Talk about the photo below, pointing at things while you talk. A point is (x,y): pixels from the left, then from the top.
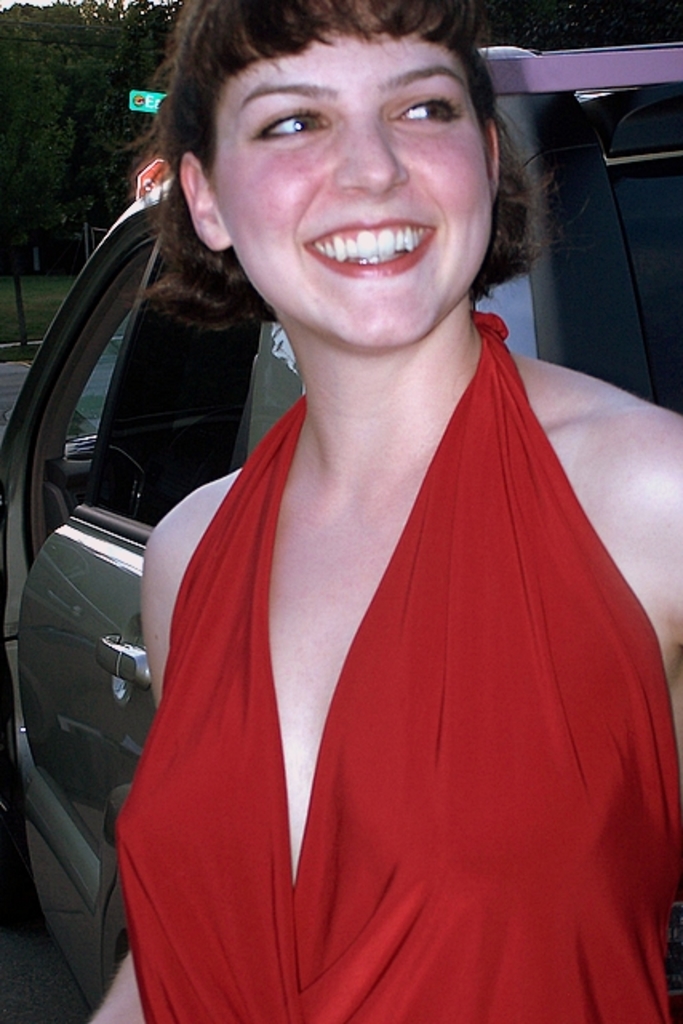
In this image we can see a woman (343,657) standing and smiling, behind her, we can see a vehicle (94,720), there are some trees (110,182), grass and poles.
